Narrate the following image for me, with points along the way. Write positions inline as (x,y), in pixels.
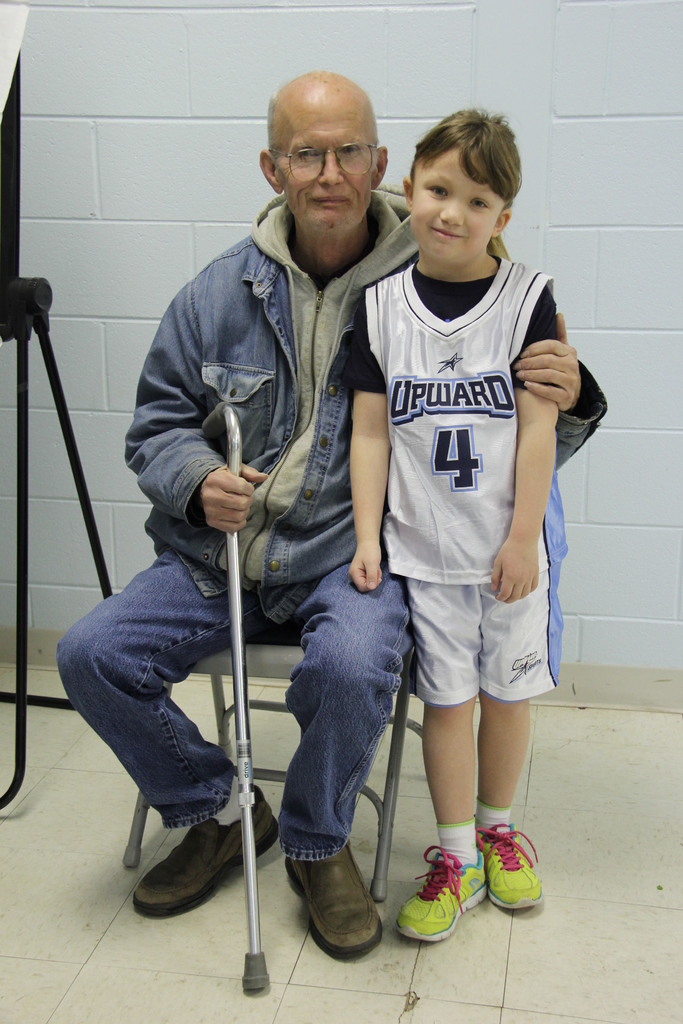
In this image I can see a man (343,855) and a boy (535,335). I can also see he is sitting on a chair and holding a stick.
